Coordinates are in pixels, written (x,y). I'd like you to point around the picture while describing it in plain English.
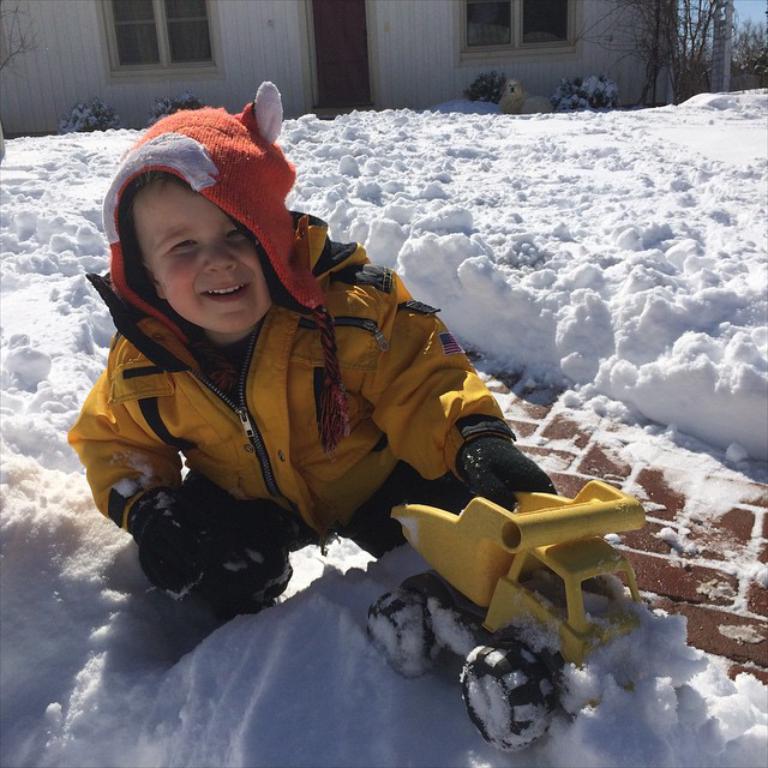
In this image I can see the person (367,432) sitting on the snow (223,692). The person (231,534) is wearing the yellow, orange and black color dress (334,436). There is a toy vehicle (501,545) on the snow (641,612). The vehicle (555,614) is in yellow and black color. In the background (359,63) the house (554,57) and the dried plants (682,46). i can also see the dog (513,97) in-front of the house (358,46).
